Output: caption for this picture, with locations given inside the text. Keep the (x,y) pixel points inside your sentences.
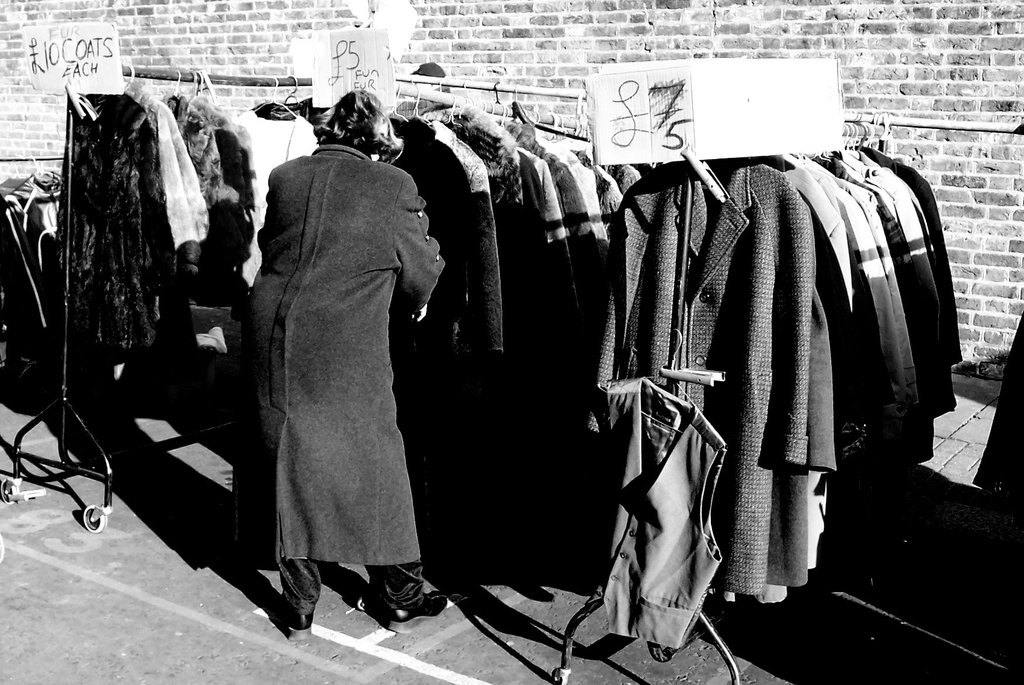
In this image we can see boards (82,40) with some text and we can also see costumes (447,409), stands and wall (595,13).
